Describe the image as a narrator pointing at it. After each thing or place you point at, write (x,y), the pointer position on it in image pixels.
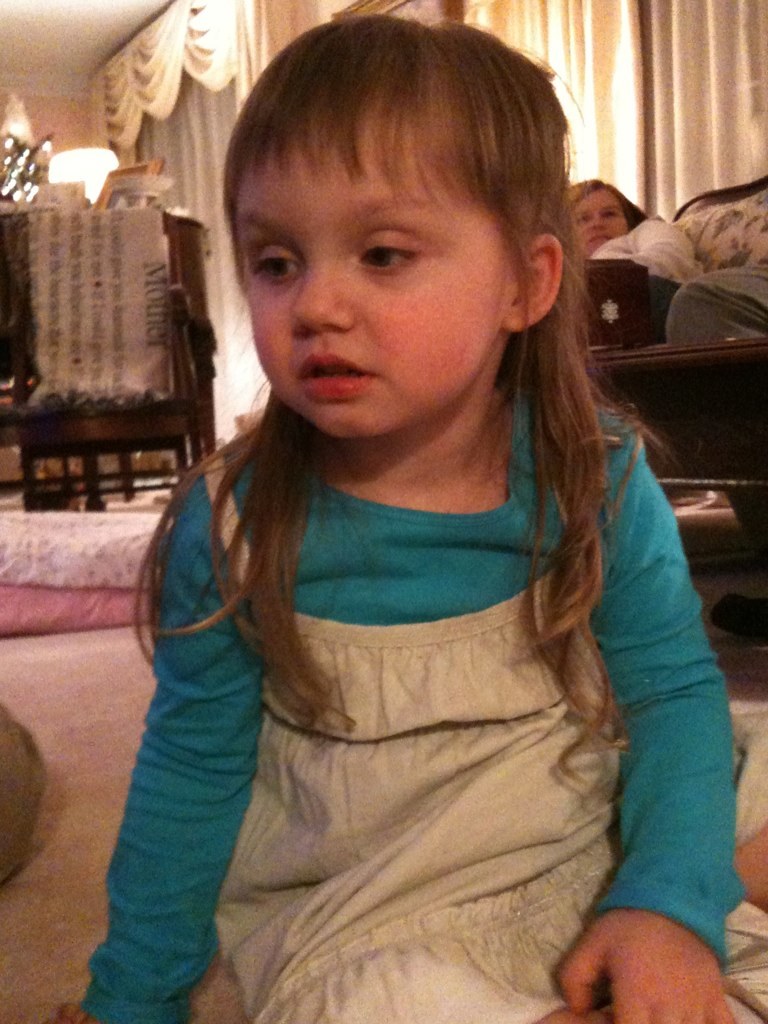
In this image in the front (376,768) there is a girl (376,692) sitting. In the background (179,423) there is an empty chair (166,412). On the right side (667,285) there are persons (657,272) sitting on the sofa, there are curtains (725,92) which are white in colour and there is a table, on the table (101,203) there are objects (93,190) and there are pillows (68,593) on the ground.
